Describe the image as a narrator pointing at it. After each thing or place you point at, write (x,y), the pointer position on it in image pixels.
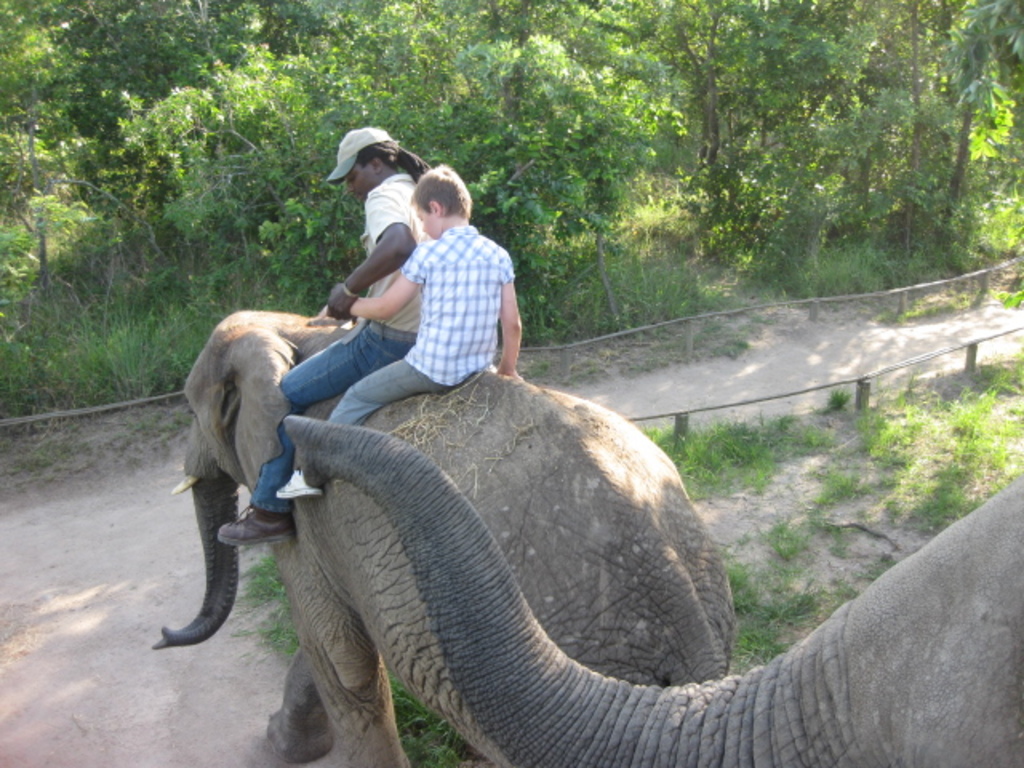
In this picture there are two members (371,358) sitting on an elephant (371,689). There are two elephants (627,656) here. In a background of some plants (757,441) and trees (460,133) here.
